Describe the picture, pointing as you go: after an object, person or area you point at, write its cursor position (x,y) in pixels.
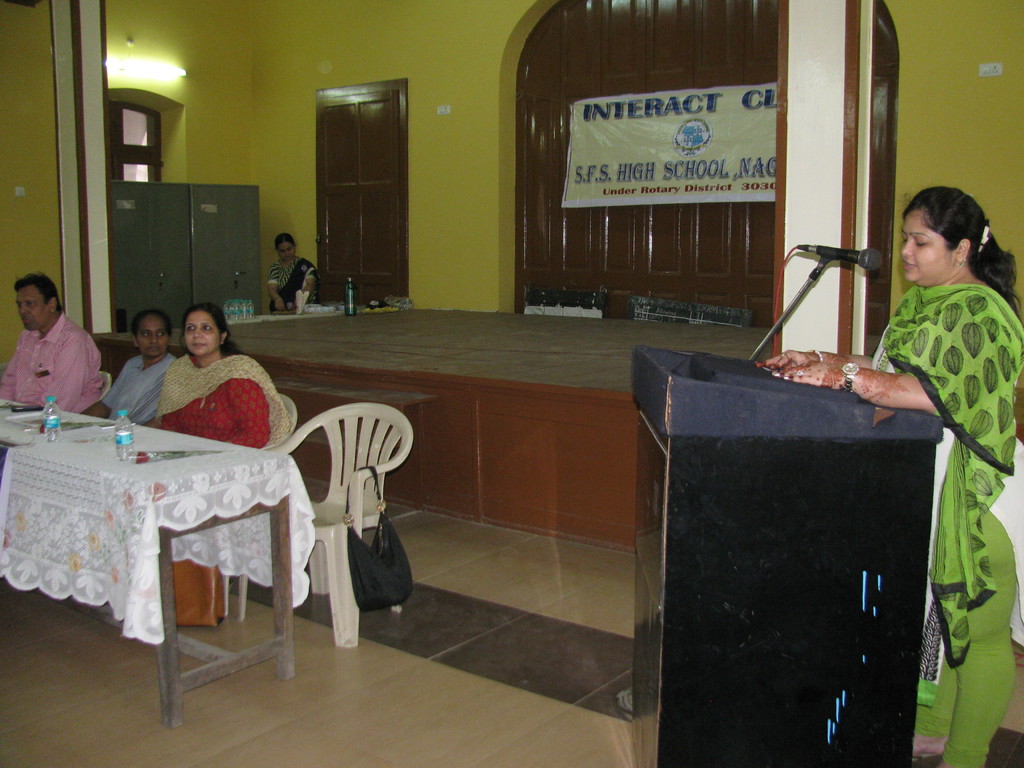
There is a room (512,452). On the left side (226,406) we have three persons (182,422). The three people (177,428) are sitting in a chair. There is a table (172,455). There is a bottle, rose flower (186,453) on a table (178,466). On the right side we have a another woman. She is standing in front of her podium (918,544) and she is speaking. At the corner side we have a another person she is standing. We can see in the background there is a yellow color wall (506,251), door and poster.
